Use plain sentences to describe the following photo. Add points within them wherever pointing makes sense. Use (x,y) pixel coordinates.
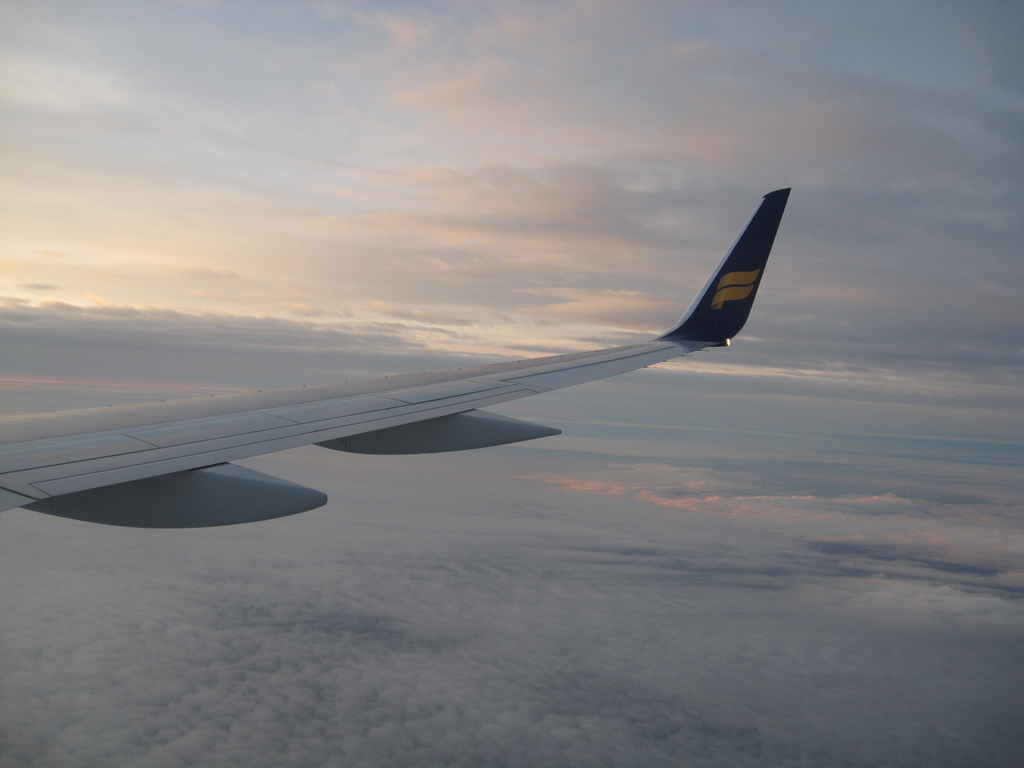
This image consists of an airplane wing (485,447). There are clouds (513,471) in this image.
